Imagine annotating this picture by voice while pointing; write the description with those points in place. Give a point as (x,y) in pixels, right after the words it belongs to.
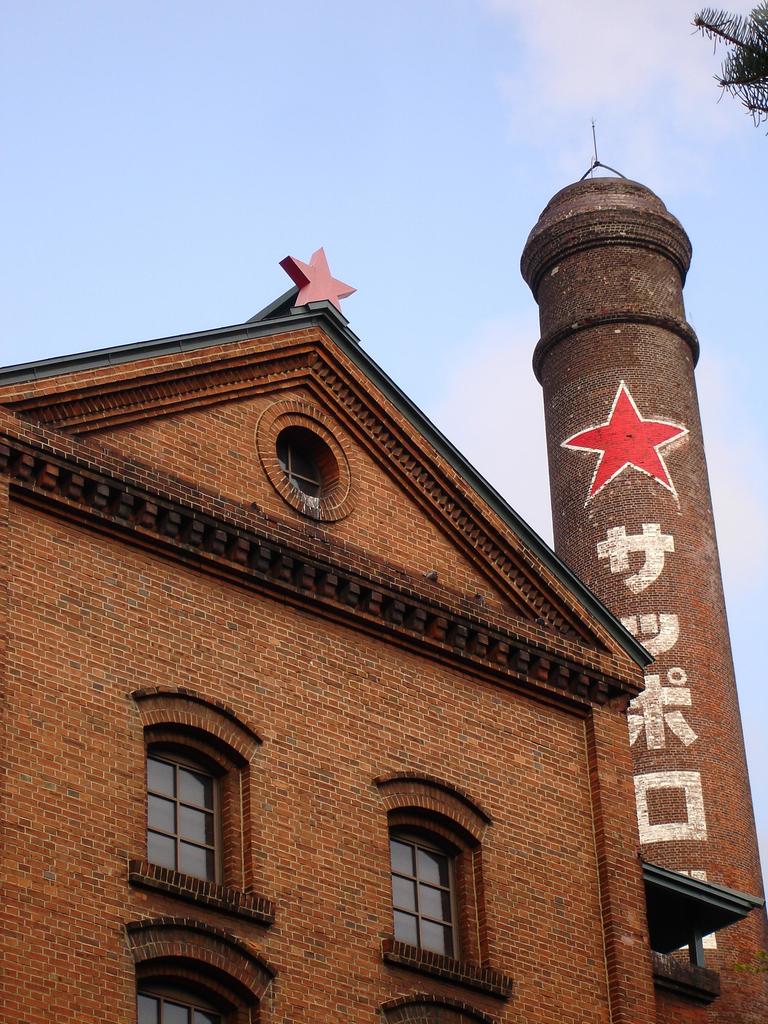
In the center of the image (449,665) we can see the sky (244,247), branches (742,87) with leaves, one building (485,674), brick wall (383,815), some text (665,702) on the pillar type object (672,626), windows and a few other objects (640,457).
